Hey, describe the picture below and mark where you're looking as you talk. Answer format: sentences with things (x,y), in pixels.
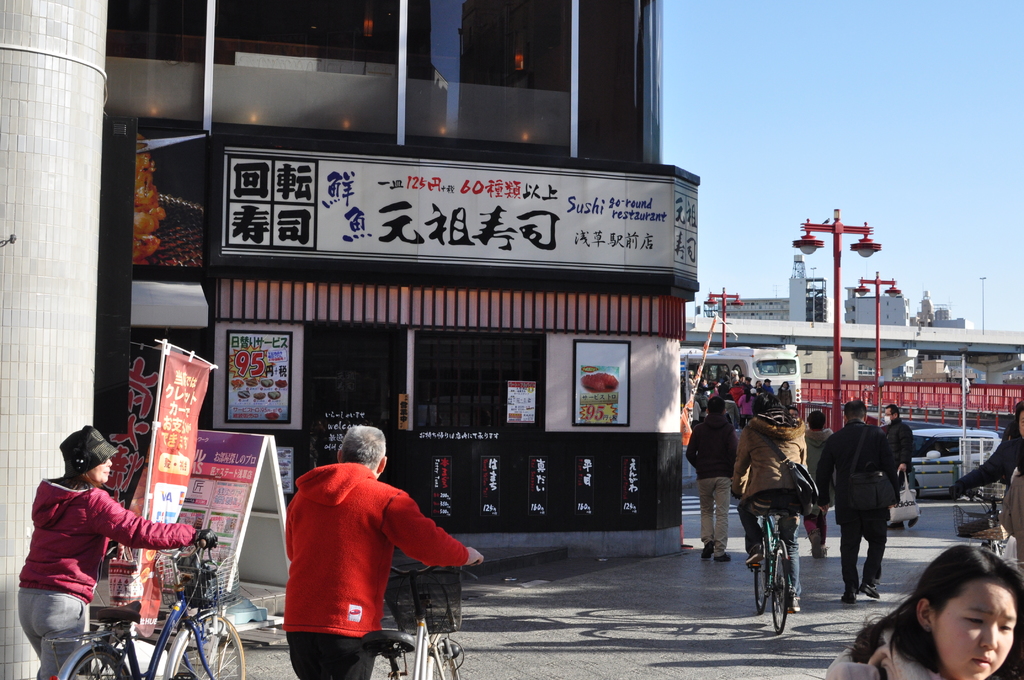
There are group of people (700,416) walking and a person (768,476) is riding bicycle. Here I can see two people (352,580) holding bicycles (404,604) and walking. These are the banners (173,436). This is the building (399,104) with name board (499,227), glass doors (342,97). This is the poster (591,381) attached to the wall (651,378). This is the street light (861,229). This looks like a vehicles (758,357). I think this is the fly over (890,334).
